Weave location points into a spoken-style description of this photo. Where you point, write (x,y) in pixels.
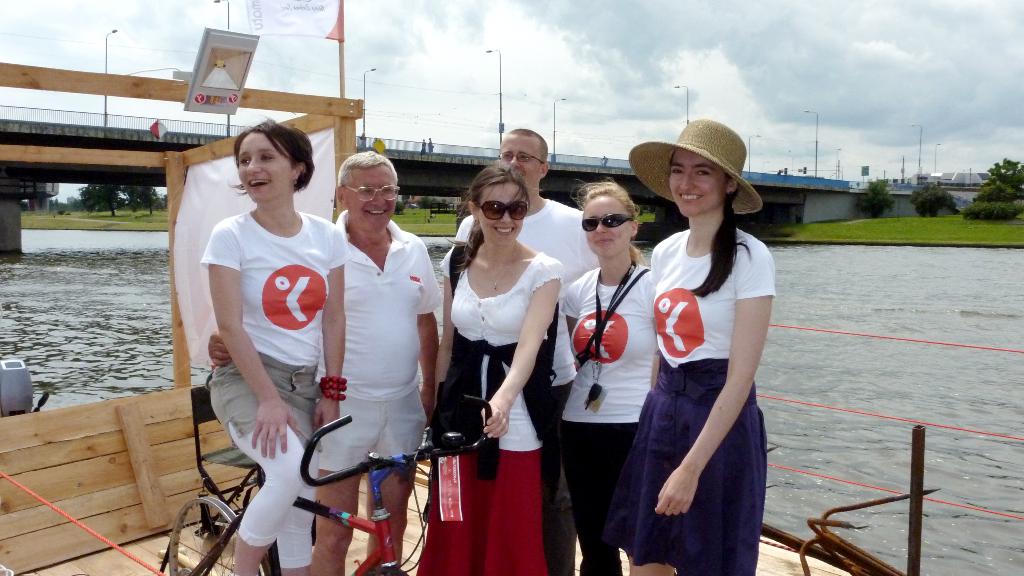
As we can see in the image there is a sky (514,38), bridge (477,156), water (131,253), trees (933,188) and few people (507,141) standing over here.
